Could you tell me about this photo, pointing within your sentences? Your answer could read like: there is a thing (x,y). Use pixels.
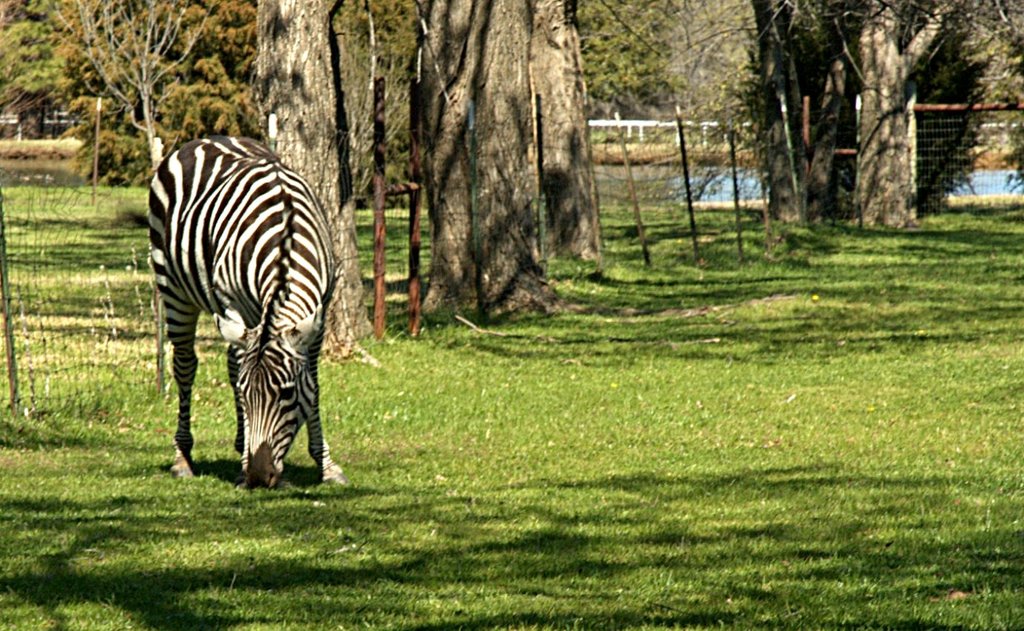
In the picture I can see a zebra (256,430) is standing on the ground (419,483). In the background (493,285) I can see fence (605,214), trees (584,231), the grass (571,272), the water (665,185) and some other objects (377,272).
